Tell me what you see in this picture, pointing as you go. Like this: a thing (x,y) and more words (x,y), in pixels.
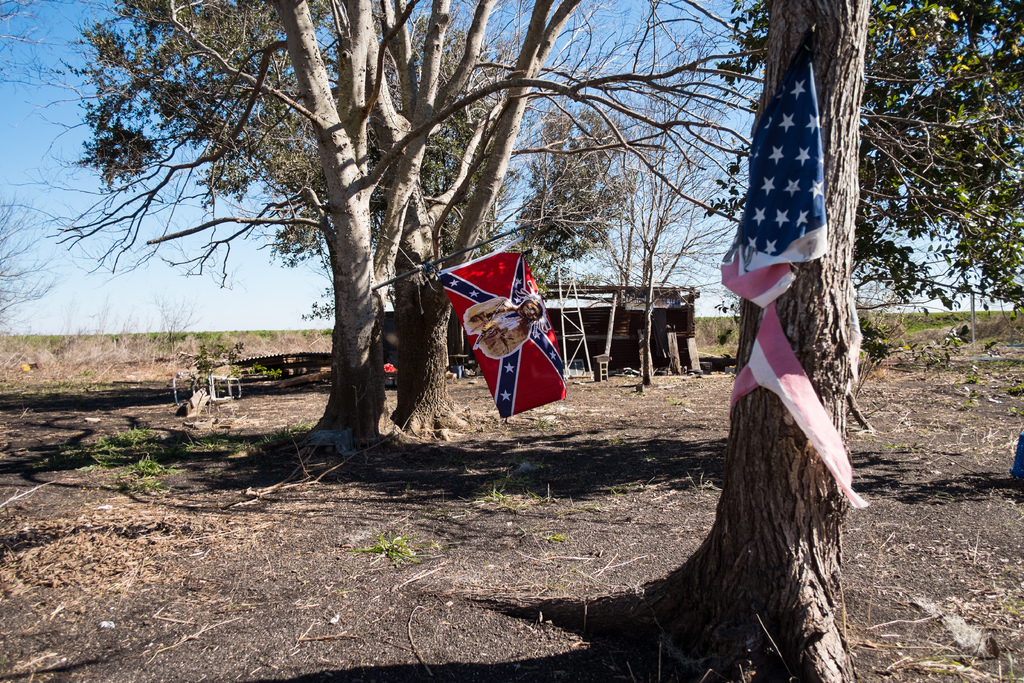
In this picture we can see flags (777,286), ground (903,377), trees (749,422), shed (656,294), grass (72,356) and objects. In the background of the image (691,45) we can see the sky (35,329).
